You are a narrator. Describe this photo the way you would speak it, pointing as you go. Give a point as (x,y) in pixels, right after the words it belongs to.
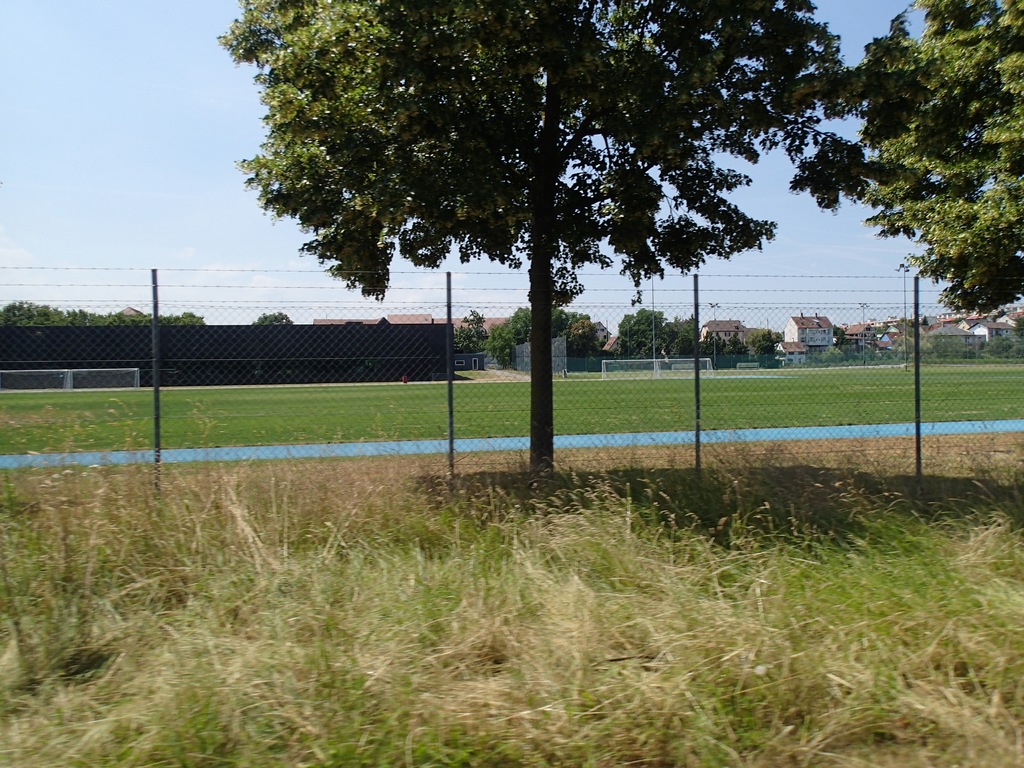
In this picture we can see the fencing net (425,376) and some trees (456,208). In the front (462,598) bottom there is a grass (599,682) on the ground (536,541). In the background (940,326) we can see some houses (946,337). On the top (190,120) there is a sky (241,134).
